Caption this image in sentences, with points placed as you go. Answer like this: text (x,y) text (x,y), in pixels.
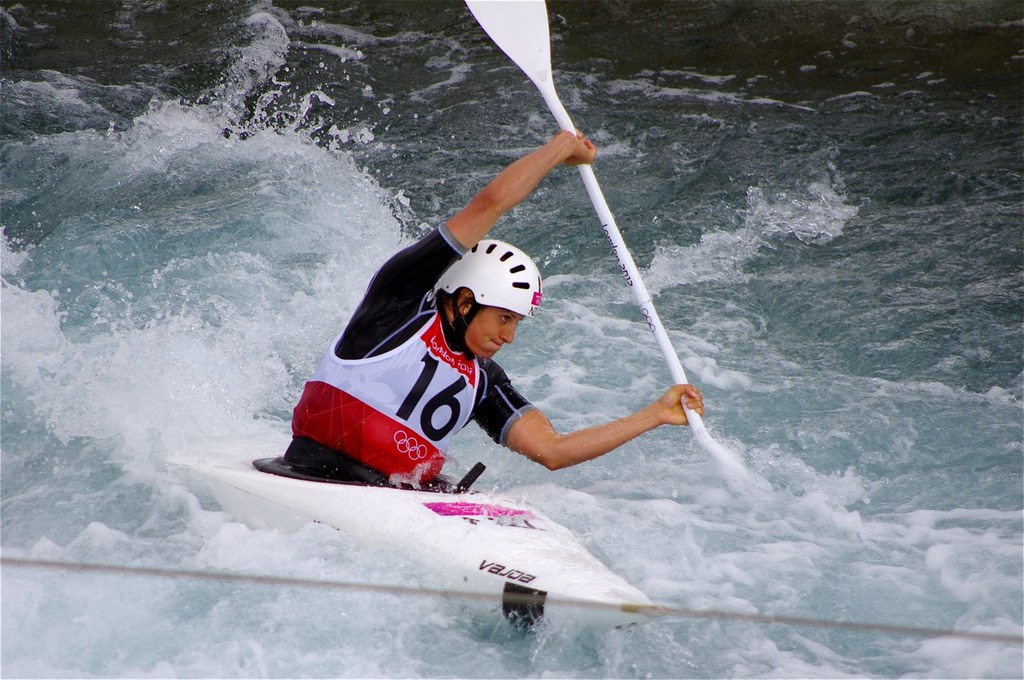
In this image we can see a person (381,387) who is wearing black color dress (411,313) doing river rafting in the water (507,371) also wearing helmet (476,294).
